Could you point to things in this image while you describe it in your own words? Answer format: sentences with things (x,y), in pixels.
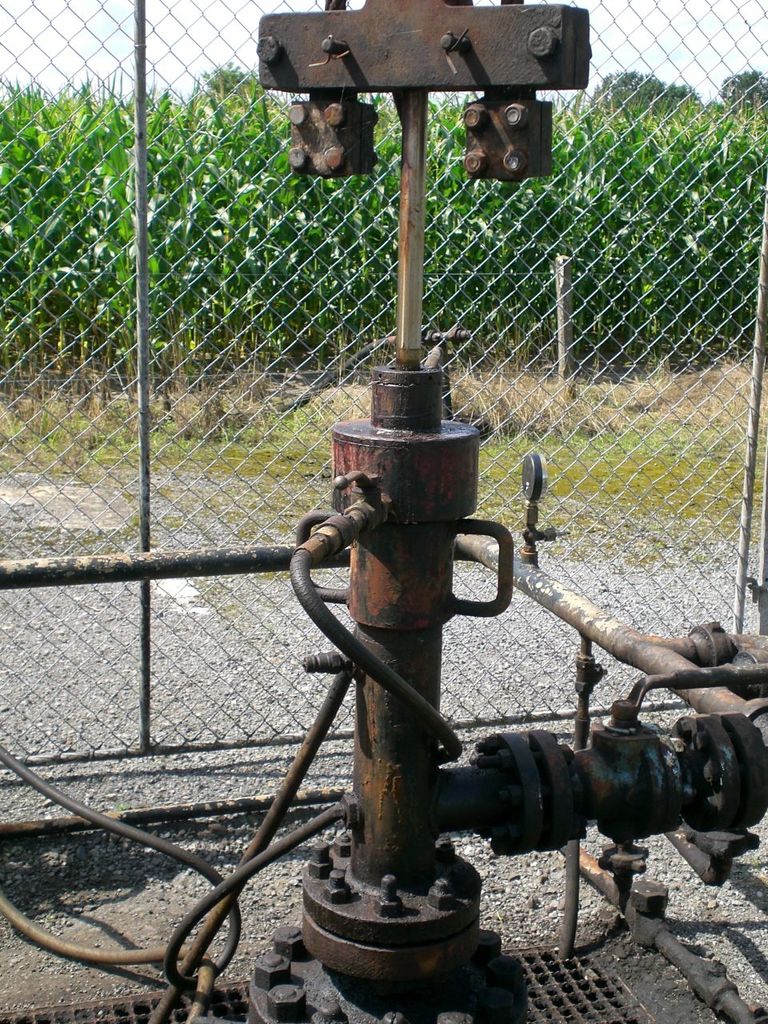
In this picture there is a machine (512,843) in the foreground (757,639). There are plants (324,257) and trees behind the fence (312,320). At the top (613,38) there is sky (604,38). At the bottom (155,789) there is gravel (543,914).
